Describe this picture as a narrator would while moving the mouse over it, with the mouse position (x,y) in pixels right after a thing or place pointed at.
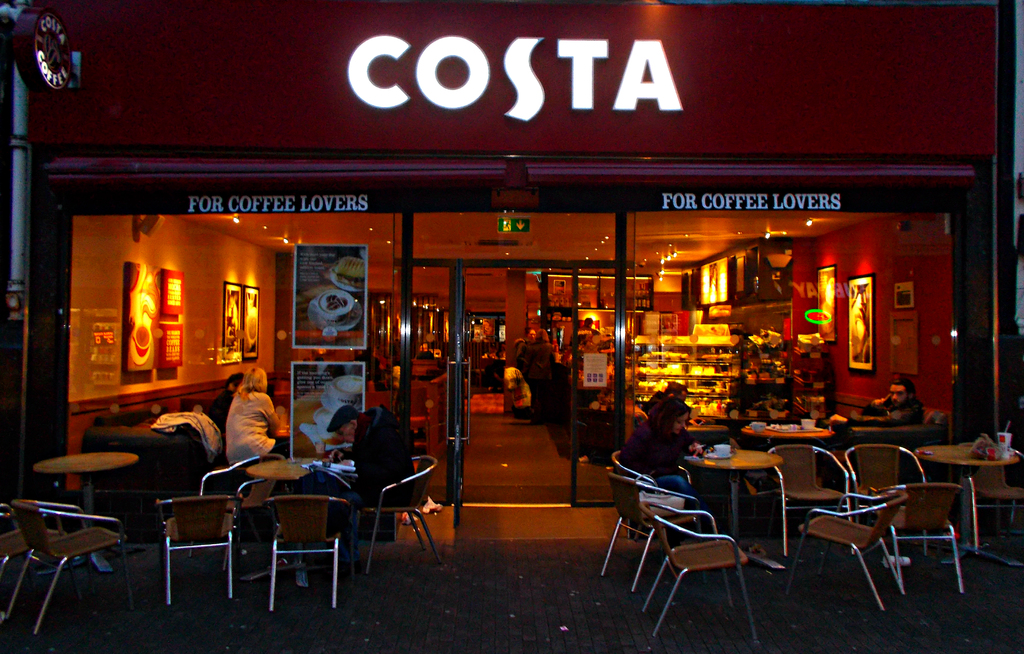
This is a store (497,115) named "COSTA". Inside the store (488,95) we can see lights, exit board (504,219), few persons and boards (255,293) over a wall (207,304). Near to the store (207,304) we can see empty chairs (933,523) and tables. And on the chairs (621,469) there are two persons (681,487) sitting and on the table (745,453) we can see cup (716,451) and saucer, glasses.
